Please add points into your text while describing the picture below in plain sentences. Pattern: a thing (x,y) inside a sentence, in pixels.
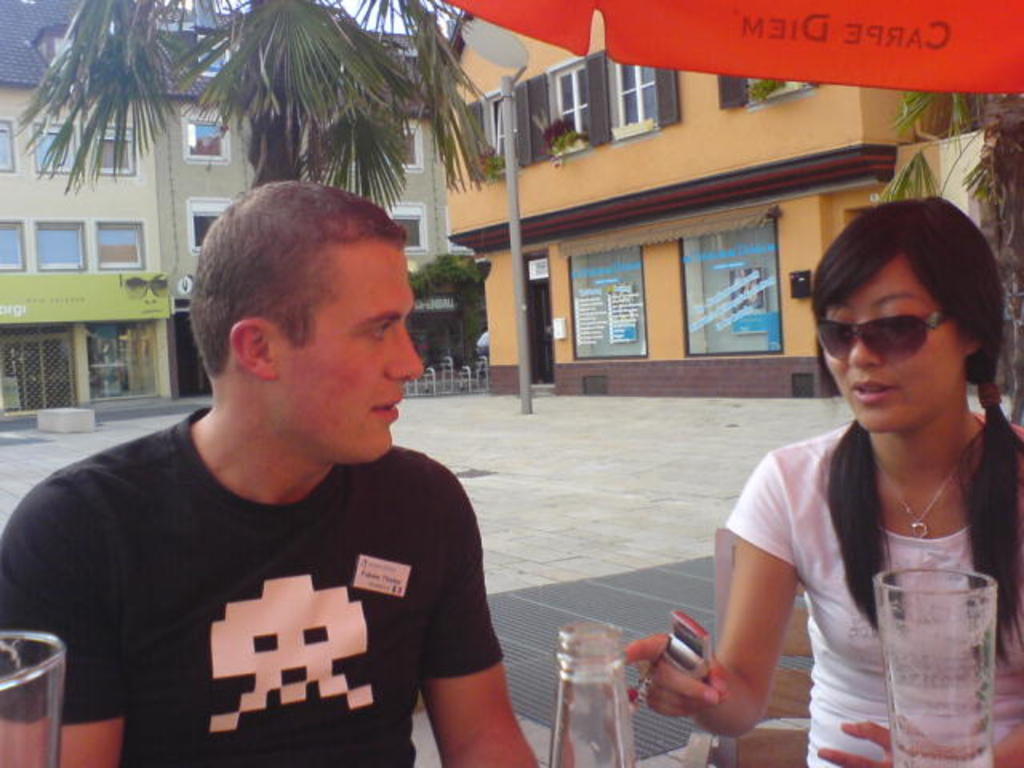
This picture is clicked outside a city (163,271). In the foreground of the picture (801,613) there is a woman (859,495) in white dress (859,626) seated. To the left (115,497) there is a man (355,664) in black t-shirt (342,577) seated. In the background (757,138) there are buildings (799,141). To the top right (1002,157) there is a palm tree (999,161). In the center of the background (261,100) the palm tree (285,110). In the center (524,401) there is a pole (501,87). Sky (355,10) is visible. On the top right (758,38) there is a red color umbrella (783,32).
